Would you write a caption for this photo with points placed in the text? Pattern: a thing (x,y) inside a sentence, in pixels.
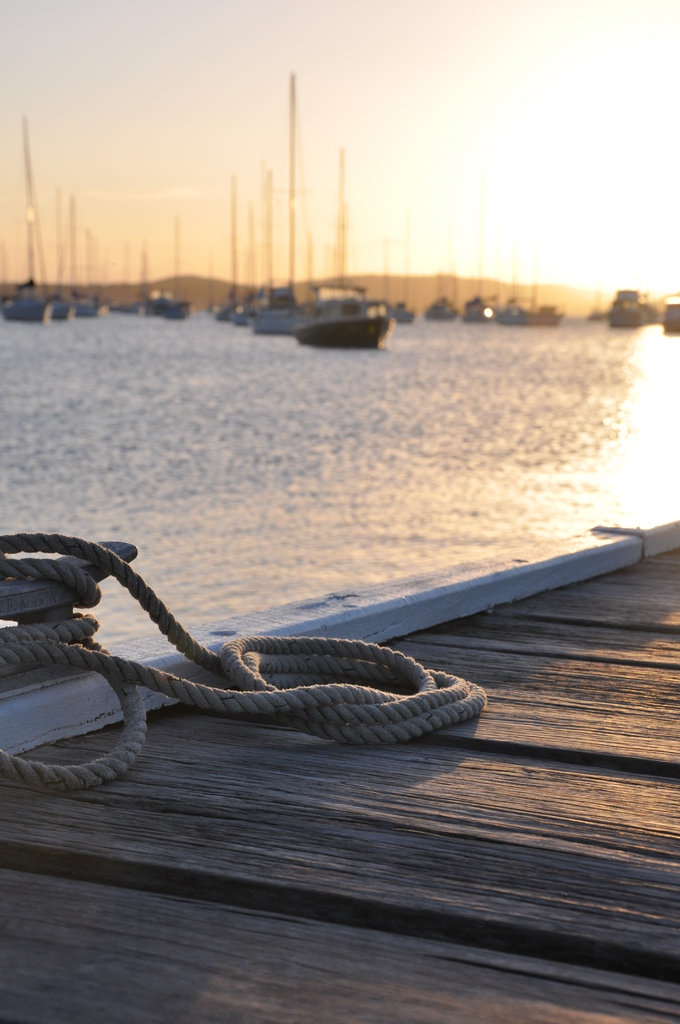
In this image in the foreground (318,729) there is one board (594,679), on the board (206,883) there is one rope (230,649) and in the background (328,404) there is a sea (299,479). In the sea (544,331) there are some boats (380,336), and in the background (412,306) there are some mountains (55,295).
